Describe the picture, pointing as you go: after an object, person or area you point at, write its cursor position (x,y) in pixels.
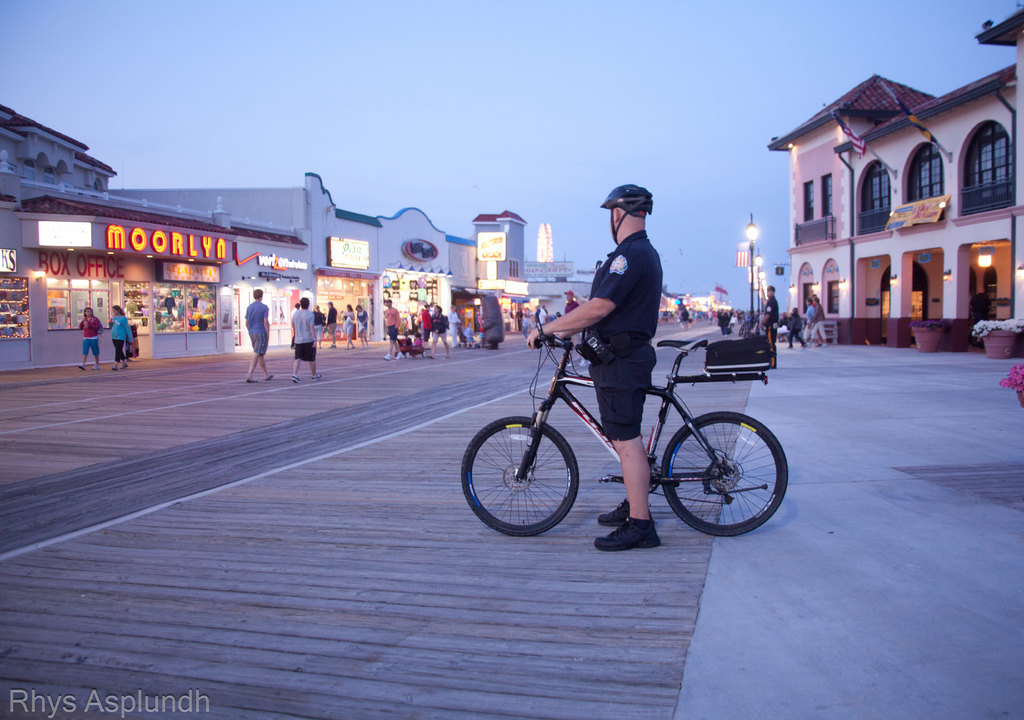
As we can see in the image there are buildings (851,196), few people (263,316) here and there, lights (750,223), a man (653,295) holding bicycle (606,443) and on the top (495,120) there is sky (493,118).
